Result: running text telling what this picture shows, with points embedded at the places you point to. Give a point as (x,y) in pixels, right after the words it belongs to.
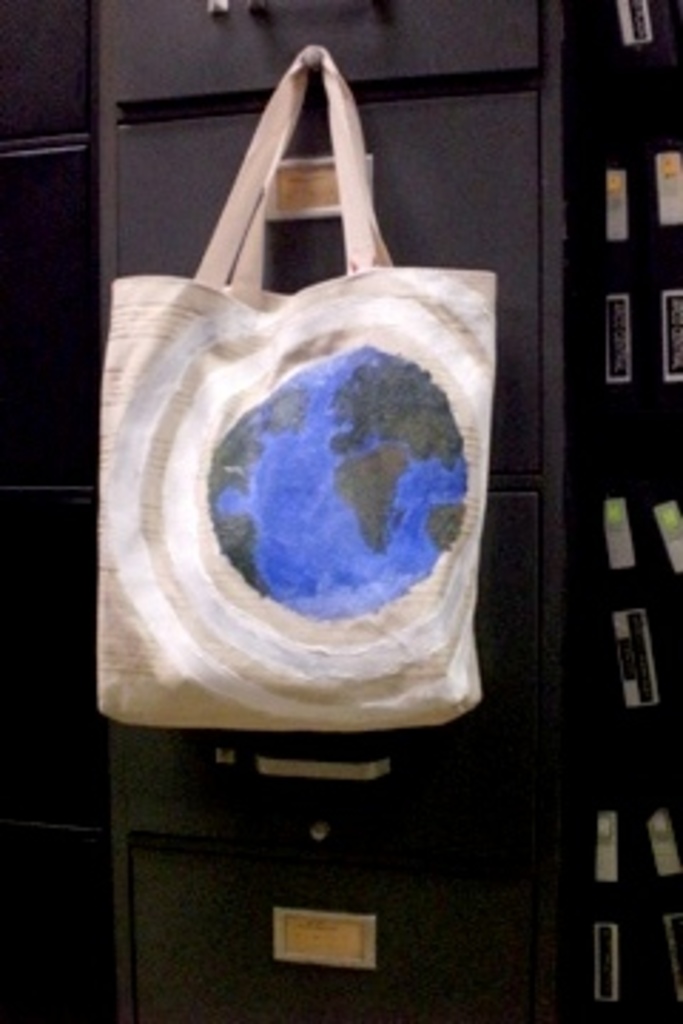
In this image I can see a handbag (465,611) of white color.
